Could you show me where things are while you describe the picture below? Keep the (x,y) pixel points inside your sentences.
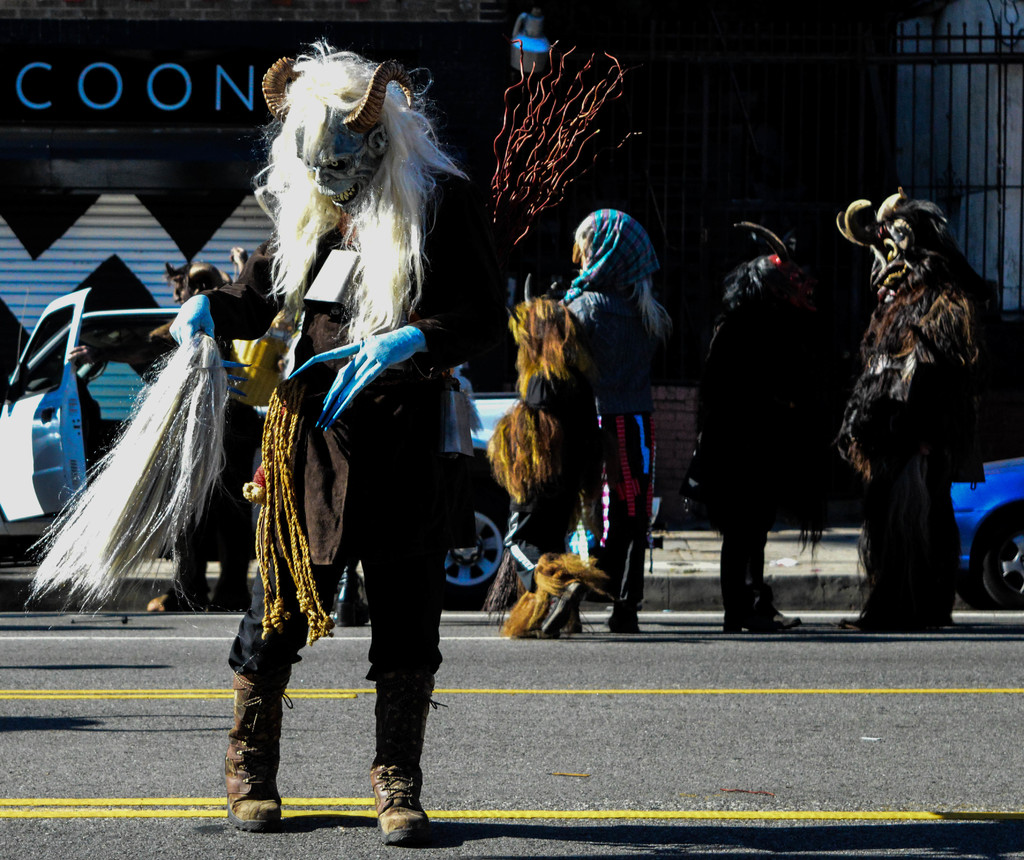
In this picture we can see a group of people (168,328) in the fancy dresses (618,335) and the people (625,355) are standing on the road (312,692). Behind the people (363,407) there are vehicles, name board (111,103), a shutter (208,205) and there are two objects (529,40).
